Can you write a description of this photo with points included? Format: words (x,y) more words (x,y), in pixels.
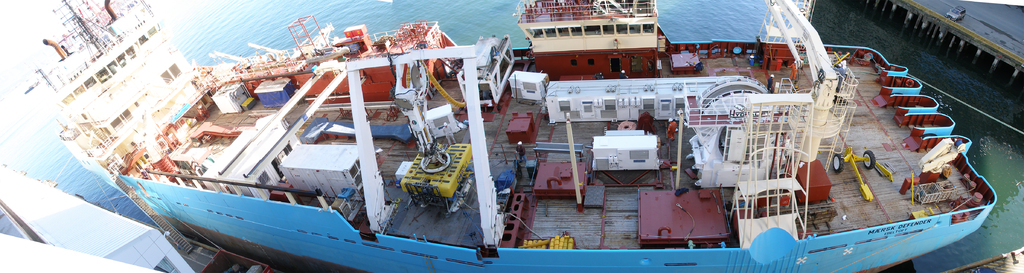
In this image in the water body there is a ship (248,194). This is a ladder (137,205). There are few things (229,152) on the ship (564,153). In the top right (982,45) there is a bridge (966,31). On it there is a car (955,21).
